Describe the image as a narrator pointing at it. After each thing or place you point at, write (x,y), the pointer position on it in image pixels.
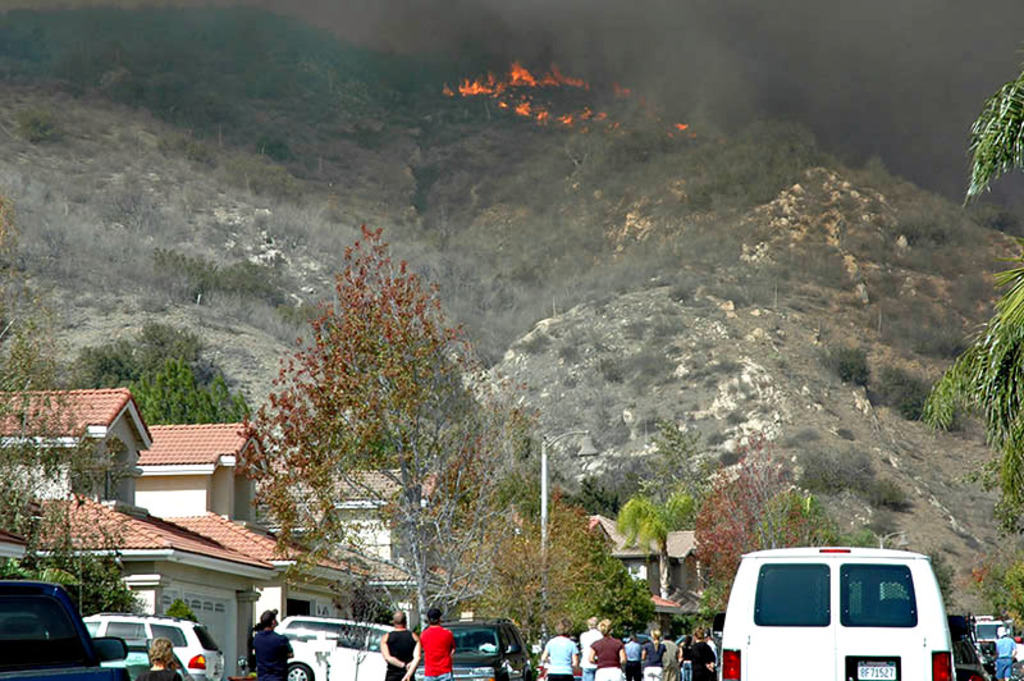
In this picture we can see some group of people (581,649). And there are some vehicles (310,642) on the road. And even we can see the houses (376,515) on the left side of the picture (152,505). There are many trees (753,473). And in the background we can see the fire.
